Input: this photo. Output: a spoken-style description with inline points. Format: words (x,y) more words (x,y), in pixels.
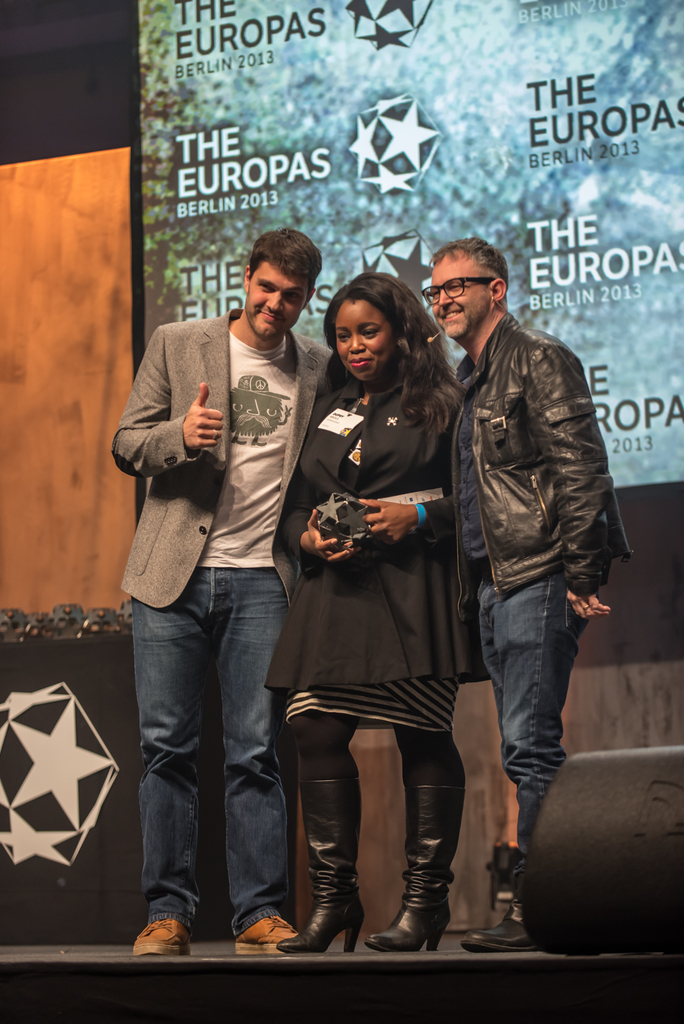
Here people (372,683) are standing wearing clothes (346,688), this is a board (385,143).
